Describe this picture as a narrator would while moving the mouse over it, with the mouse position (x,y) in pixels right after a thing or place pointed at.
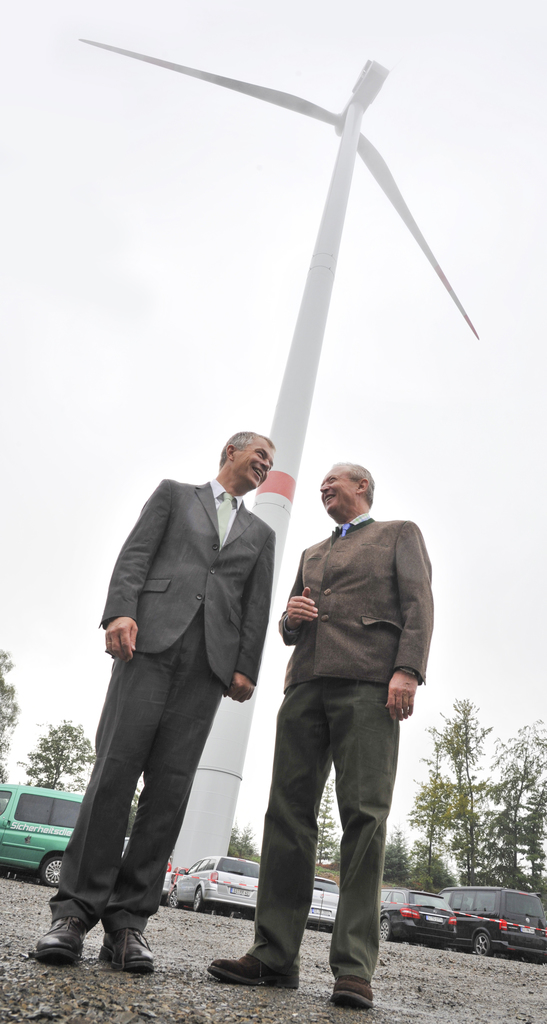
There are two persons (213,629) standing. In the back (19,827) there are vehicles (23,819), wind fan (306,400), trees (452,885) and sky (369,222).
